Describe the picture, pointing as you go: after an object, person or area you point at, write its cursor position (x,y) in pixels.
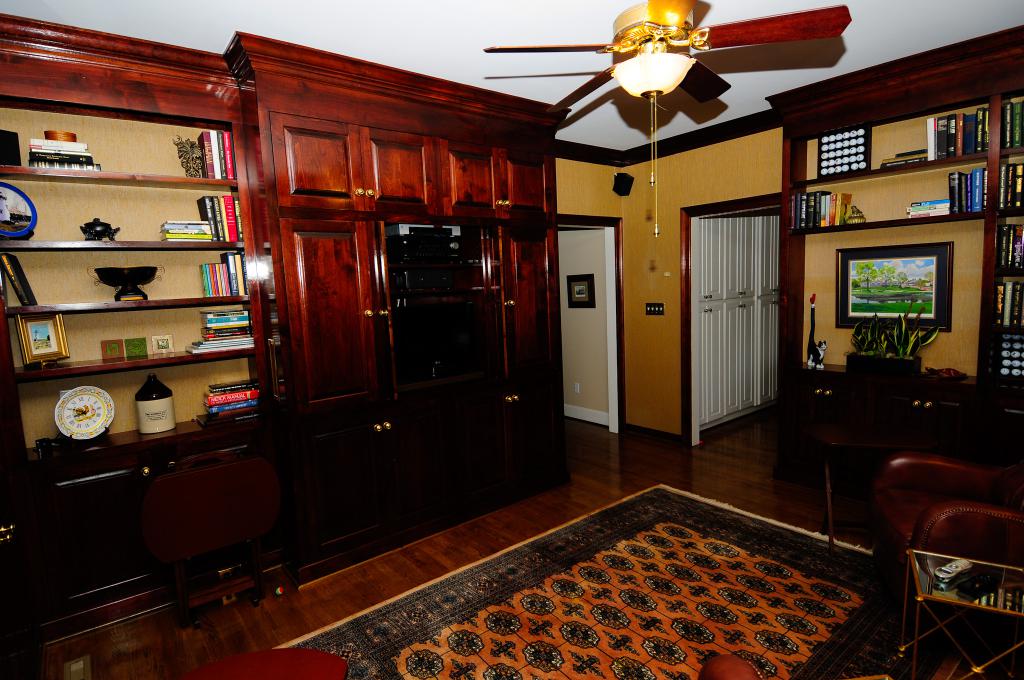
In this image there is a carpet (592,602) on the floor (766,504) of the room (665,502) in the right side (972,393) there is a shelves (989,363) on the shelves (990,195) there are books (977,193) on the wall (966,277) there is a wall frame (898,286) hanged. The left side (125,474) there is a rack (114,432) and a clock (92,419) is kept on that shelf (116,437).
